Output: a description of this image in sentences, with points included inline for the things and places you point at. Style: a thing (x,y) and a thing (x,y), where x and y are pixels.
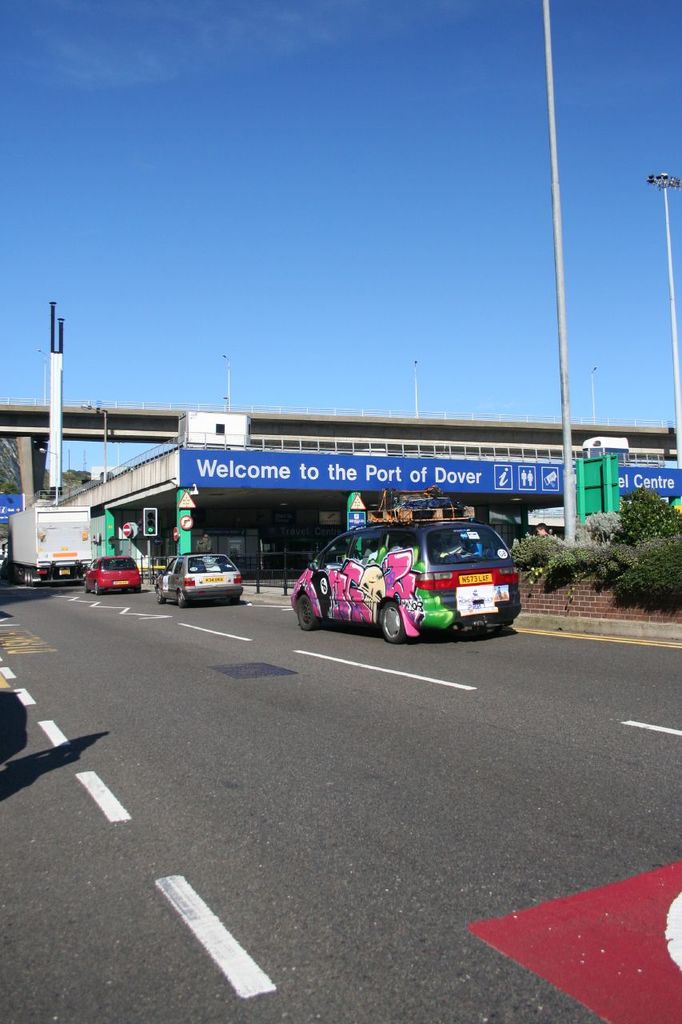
In this image we can see road (198,831), vehicles (417,625), poles (105,428), board (614,499), plants (587,563), bridge (26,400), traffic signal (154,529), wall (655,617), and other objects (412,521). In the background (394,297) there is sky (391,221).
